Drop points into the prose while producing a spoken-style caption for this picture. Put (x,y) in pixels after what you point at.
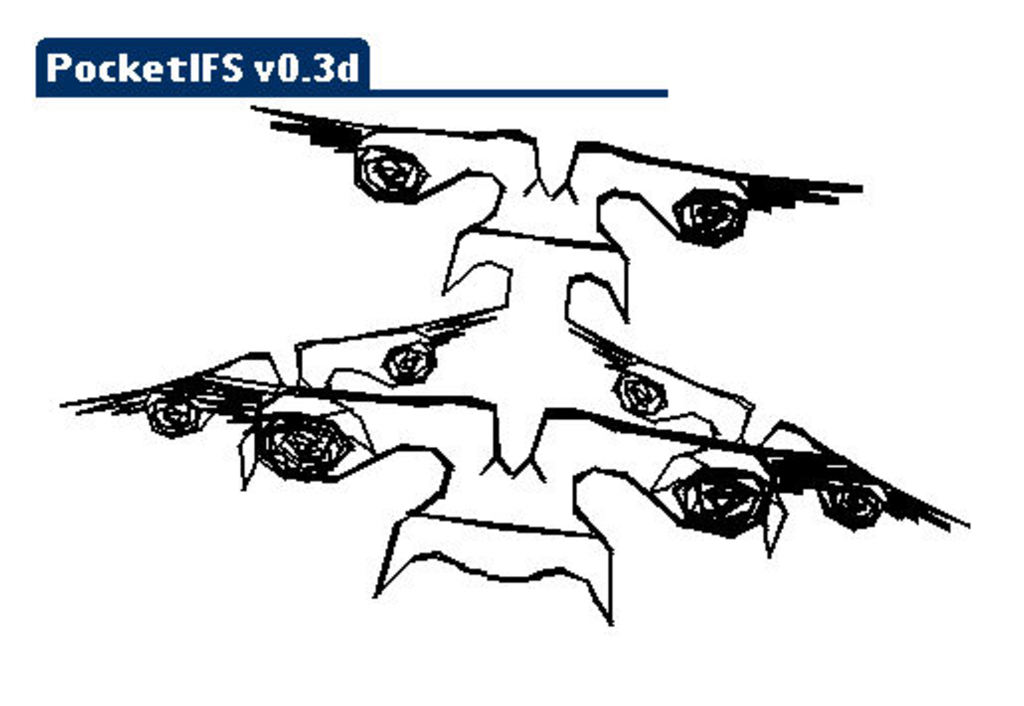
The picture consists of a drawing (541,309). At the top (352,77) there is text (64,59).
